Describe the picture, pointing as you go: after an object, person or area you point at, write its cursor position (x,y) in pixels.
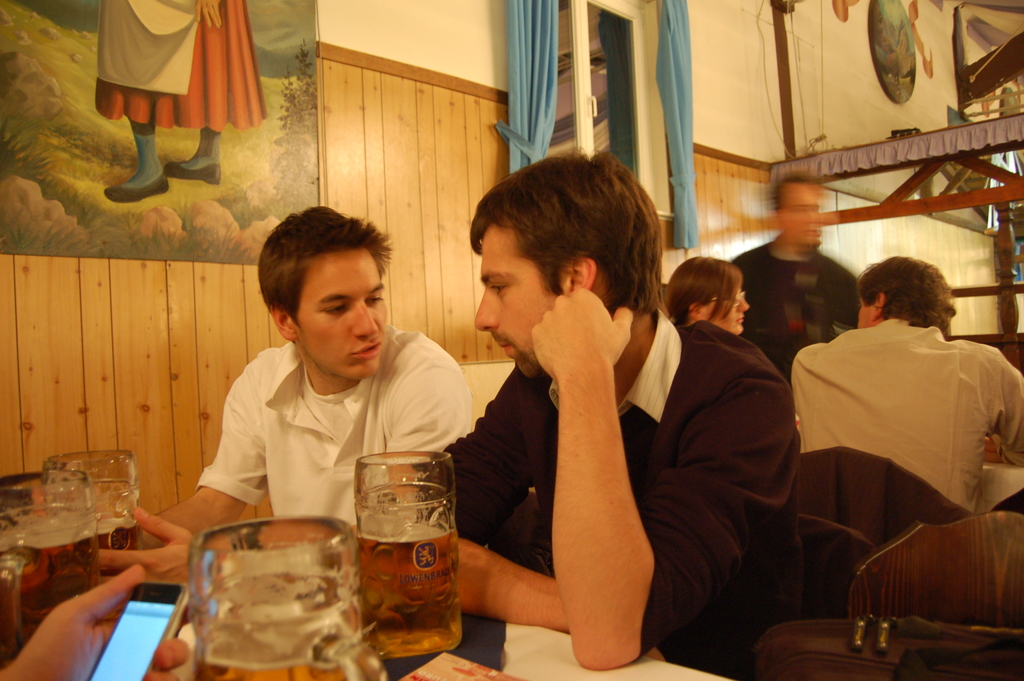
This might be a picture taken in a bar (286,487). In the foreground of the picture (273,502) this is a table (505,665), on the table (431,659) there are four glasses (384,549) of beer (403,562) and two persons (611,443) seated. On the left (134,653) there is a hand (76,631) and a mobile (123,633) in it. On the top left (143,91) there is a frame (200,144) and wooden wall (475,185). On the right (979,543) there is a chair (996,548). On the top right (792,207) there are few people (917,273) and in the background (533,35) there are blue curtains (685,143) and a window (589,75).
